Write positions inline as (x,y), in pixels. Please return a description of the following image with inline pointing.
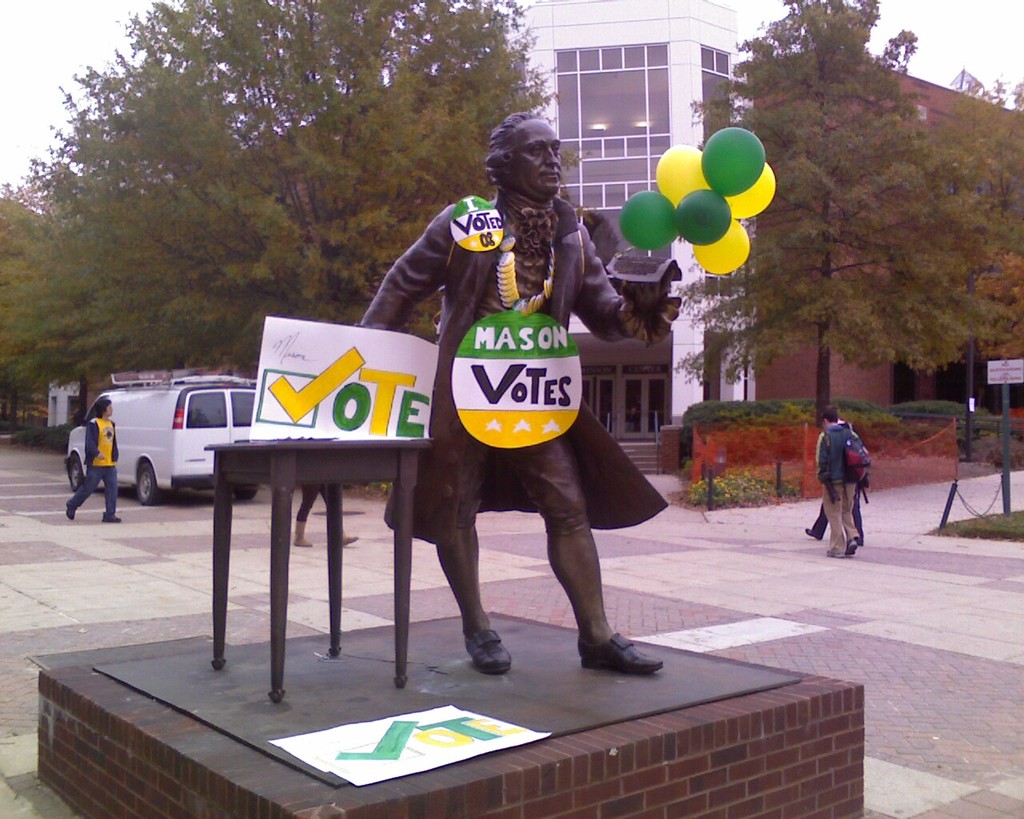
There are some persons (859,545) on the road (727,509) and there is a vehicle (183,462). Here we can see a sculpture (587,413), boards (308,752), table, balloons (744,162), poles (1005,491), plants (746,488), and grass (979,533). In the background (132,284) we can see trees (946,285), building (638,27), and sky (61,75).
